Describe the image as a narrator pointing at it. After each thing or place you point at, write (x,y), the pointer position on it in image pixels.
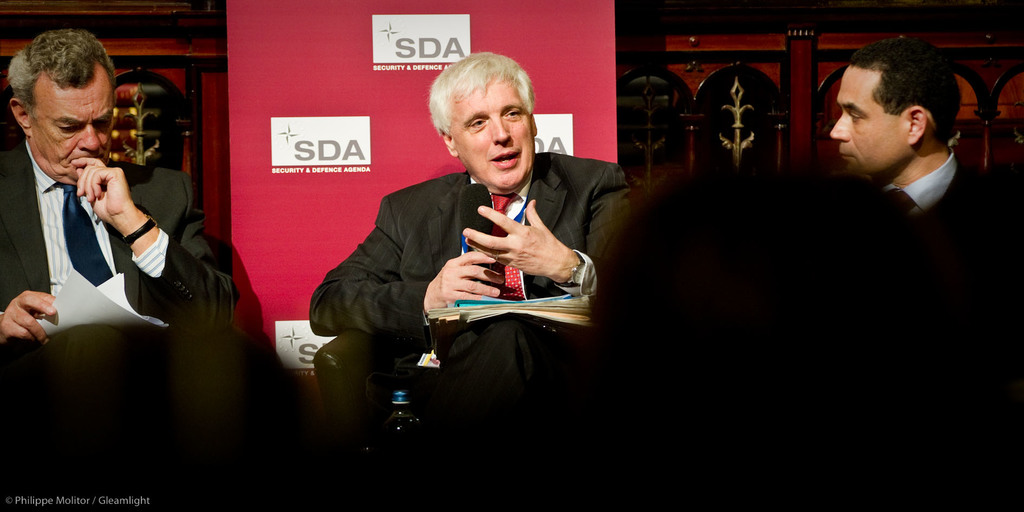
In the image there are three men (501,111) in suits (955,217) sitting around with papers (485,301) in their hands (481,240), the man (461,281) in the middle (477,225) talking on mic (479,191) and behind him there is a red banner (338,85), on the background (794,27) there is a wooden wall (631,75).
